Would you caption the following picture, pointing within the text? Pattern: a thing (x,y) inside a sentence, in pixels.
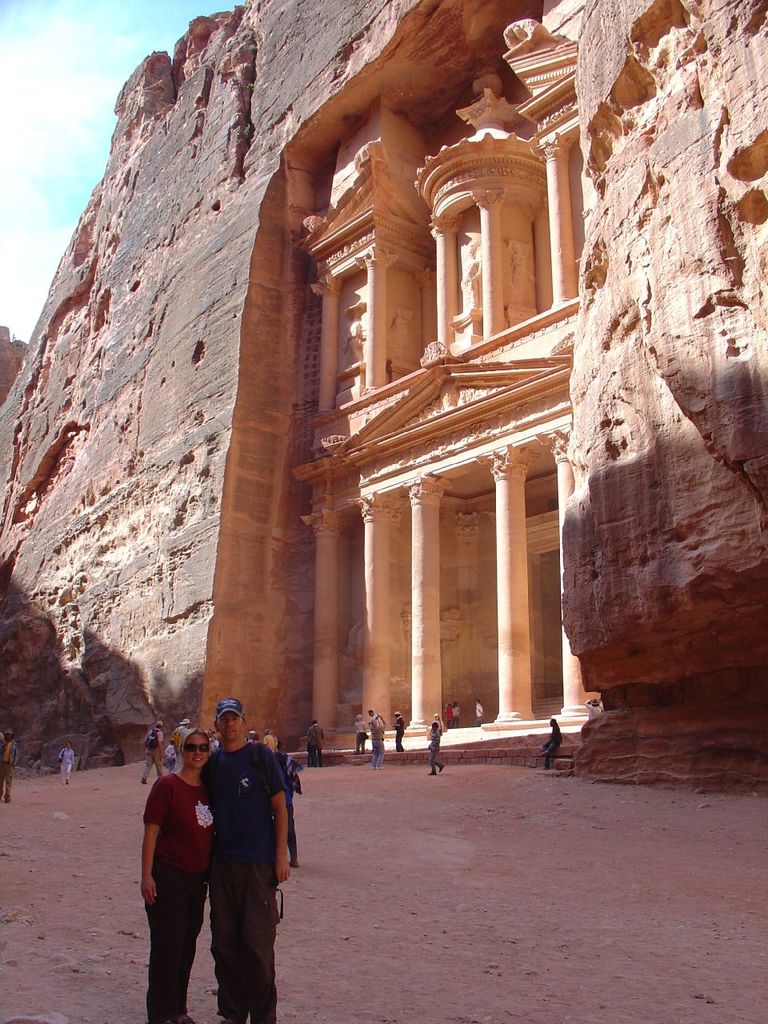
In this image there is a monument (465,395), there is the sky (50,124) towards the top of the image (84,123), there are persons (266,797), there are persons (219,722) wearing bags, there are pillars (371,665), there are sculptures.
